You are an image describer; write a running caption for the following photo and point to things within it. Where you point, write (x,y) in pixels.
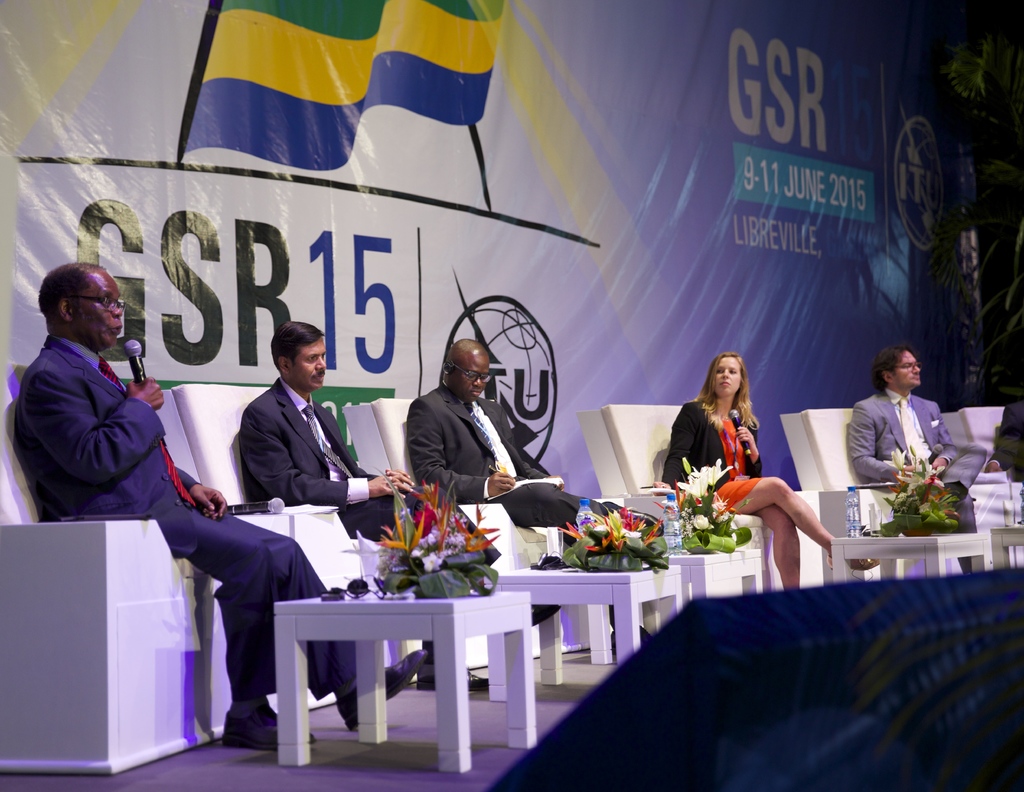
In this picture we can see some persons (522,451) sitting on the chairs (156,632). This is table (443,641). On the table (612,577) there are flower bouquets (708,515). And this is bottle (586,509). On the background (730,236) we can see a banner (659,151).
